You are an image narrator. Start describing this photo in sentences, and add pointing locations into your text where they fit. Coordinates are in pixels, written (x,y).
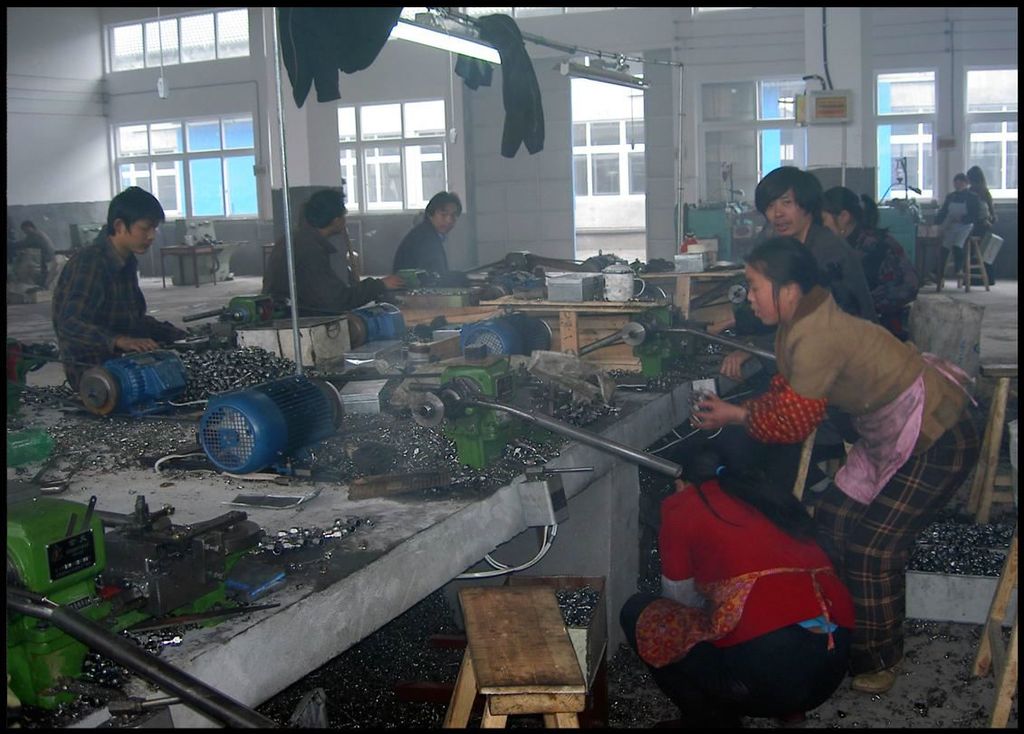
Inside this room (254,253) we can see people (124,266) and tables (292,586). On these tables (283,597) there are motors (243,405) and objects (184,426). On the surface (951,701) there are things (574,618). Through this glass windows (398,170) we can see buildings (385,170). This is tube-light (477,42).
